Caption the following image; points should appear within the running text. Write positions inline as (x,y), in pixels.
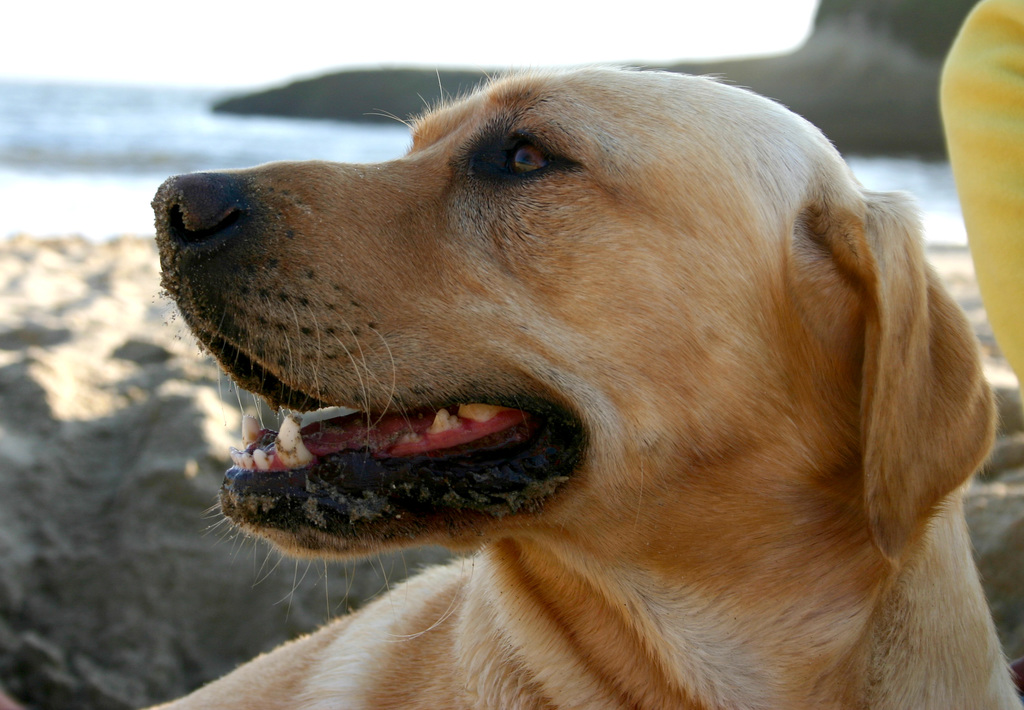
In this image I can see a dog (664,397) which is cream, brown and black in color. I can see a yellow colored object (1007,268) to the top right of the image (967,139). In the background (245,129) I can see the ground (39,342), the water (31,112) and the sky (227,65).
